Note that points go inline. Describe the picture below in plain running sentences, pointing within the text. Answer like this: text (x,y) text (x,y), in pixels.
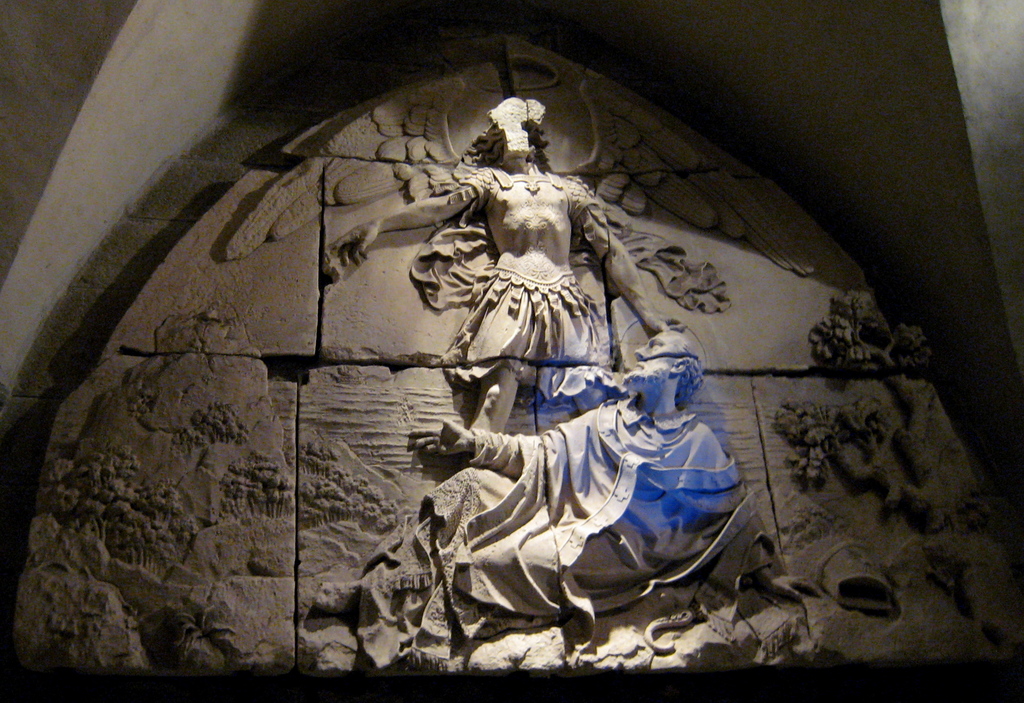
In the picture we can see some sculptures (460,367) which are attached to the wall (337,397).
